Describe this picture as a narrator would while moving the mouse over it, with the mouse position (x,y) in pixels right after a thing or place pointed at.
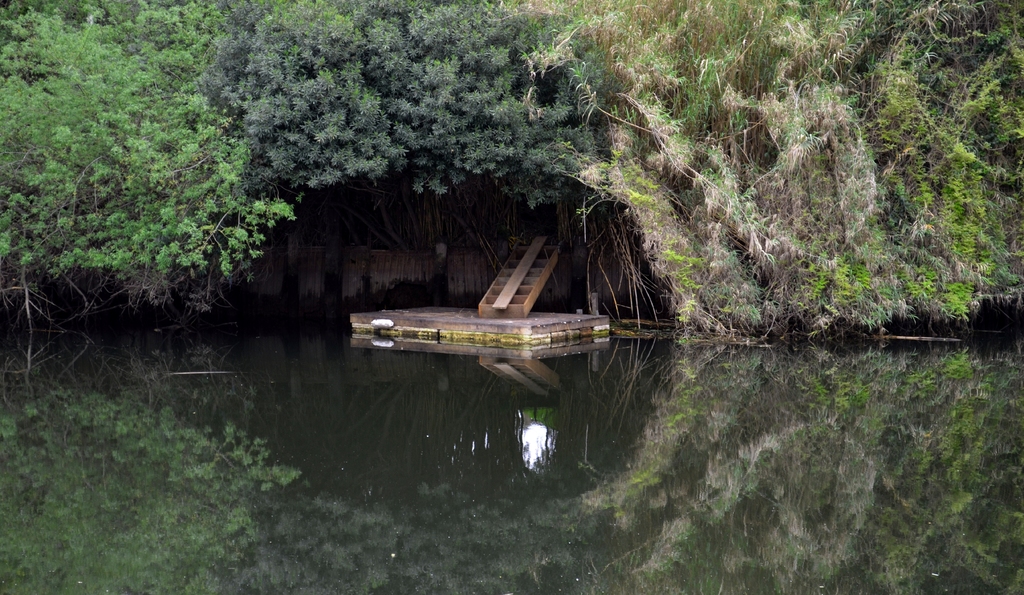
In this picture there is water (704,392) at the bottom side of the image (671,430) and there is wooden platform (526,319) on the water (531,349) and there are trees (24,63) at the top side of the image (556,163).
